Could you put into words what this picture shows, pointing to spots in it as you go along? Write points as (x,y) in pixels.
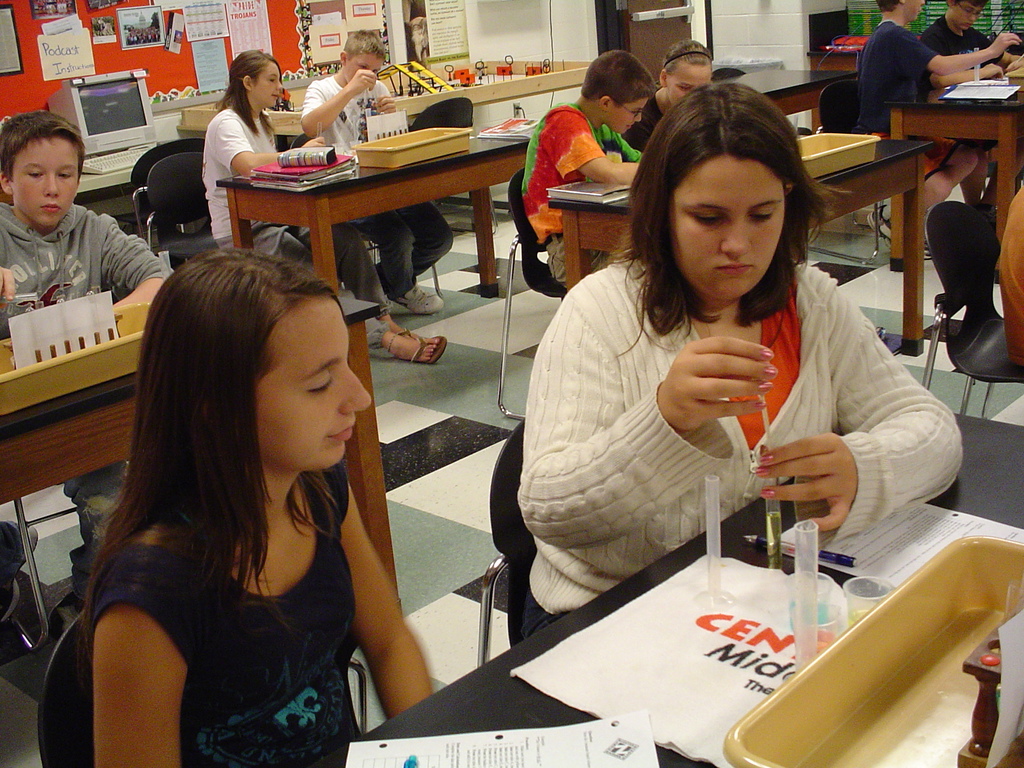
In this image I can see number of people (377,690) are sitting on chairs (966,255). I can also see stuffs (426,151) on their tables (962,471). In the background (114,137) I can see a monitor (133,128) and a keyboard (93,169).
